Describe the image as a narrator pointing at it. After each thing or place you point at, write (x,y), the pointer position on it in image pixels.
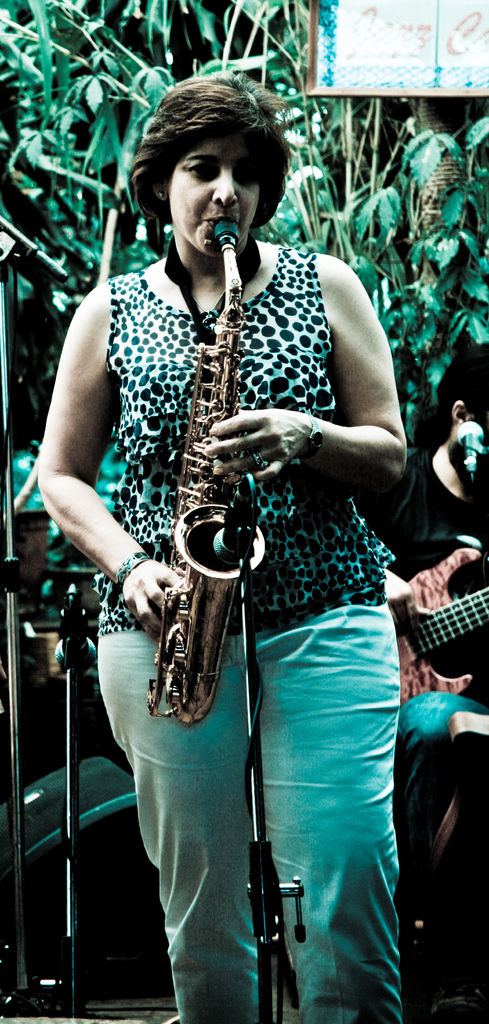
In this image there is a woman (287,553) standing. She is playing a saxophone (200,527). In front of her there is a microphone (249,514). Behind her there is a person (425,545) playing a guitar (444,572) and there are microphones (69,591). In the background (71,56) there are plants (253,39). In the top right (387,30) there is a board (395,61).
